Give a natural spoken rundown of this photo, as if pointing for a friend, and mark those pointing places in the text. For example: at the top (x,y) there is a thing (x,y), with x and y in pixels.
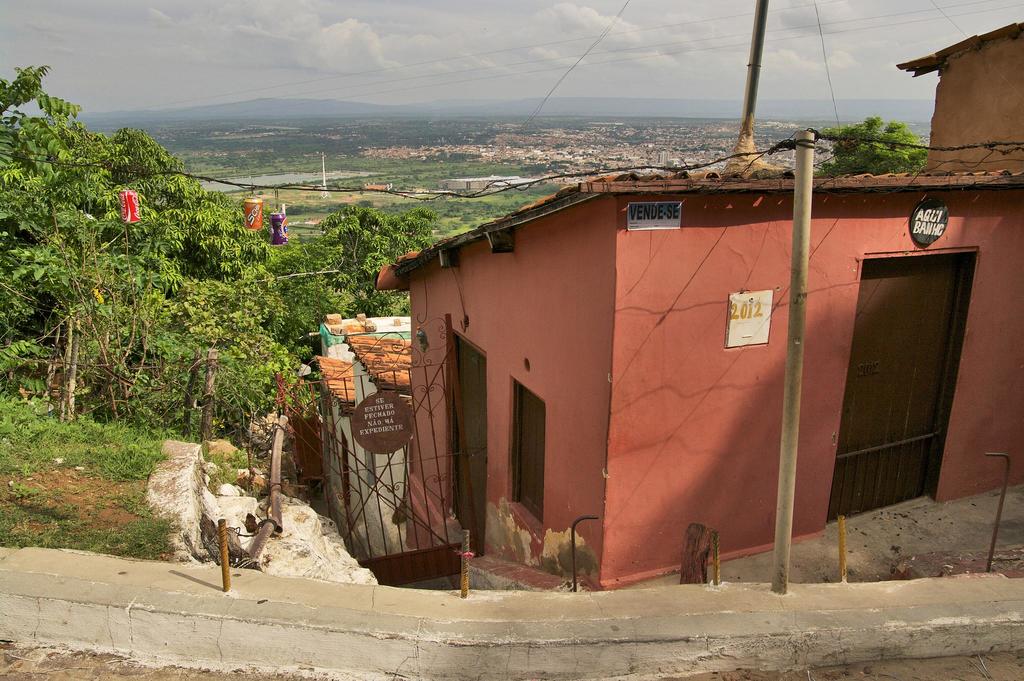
In this image I can see red color house (663,317) and red color gate (345,492) and I can see trees (315,387) and pole (809,173) and rope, at the top (532,55) I can see the sky (706,34) and power line cables (259,187) and I can see grass (108,454) and at the bottom (158,620) I can see the wall (483,615).
